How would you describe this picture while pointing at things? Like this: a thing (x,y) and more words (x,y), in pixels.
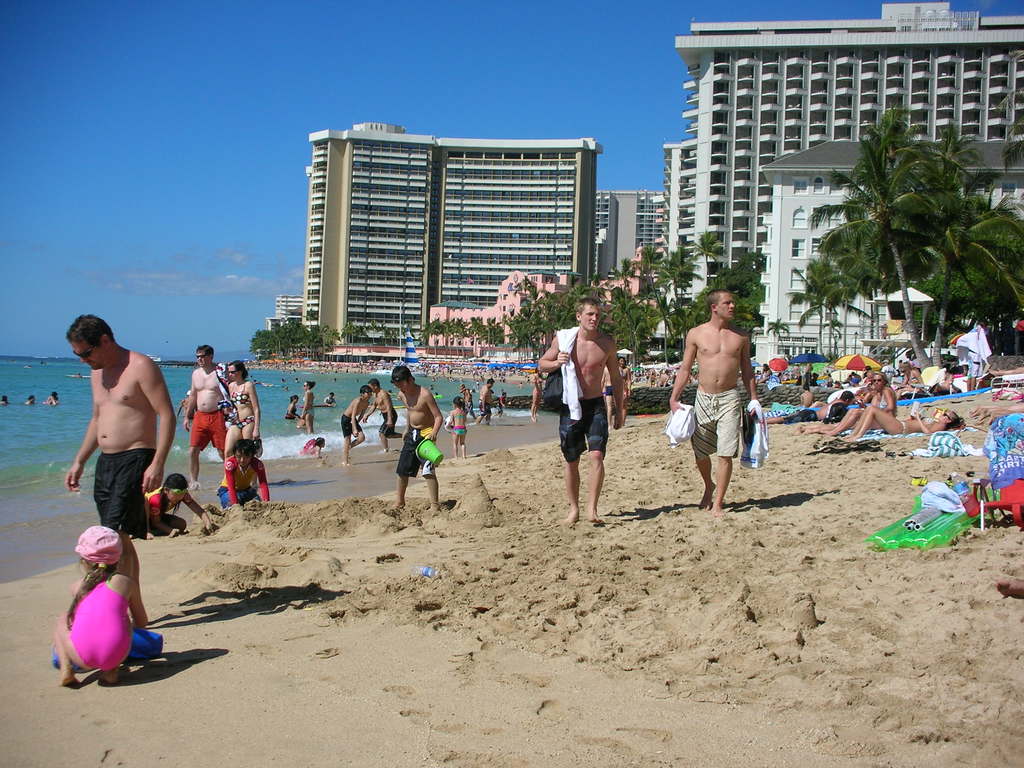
In the center of the image (622,421) we can see a few people (730,467) are walking, few people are lying, few people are sitting and a few people (419,410) are holding some objects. And we can see they are in different costumes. And we can see blankets (935,492), outdoor umbrellas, relaxing chairs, one green color object (947,521) and a few other objects (927,509). In the background (169,178), we can see the sky (232,148), clouds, trees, buildings (622,220), windows (639,230), water (170,379), one boat (411,357), few people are in the water (315,403) and a few other objects (968,475).
